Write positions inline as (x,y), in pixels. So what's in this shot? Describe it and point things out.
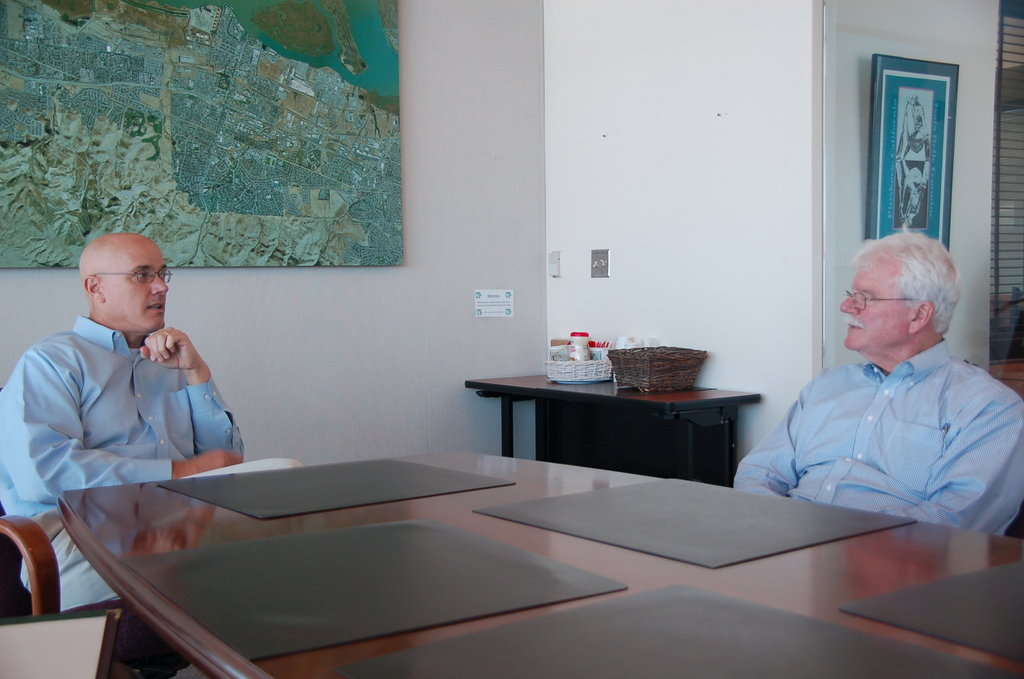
In this image there are two persons (904,461) sitting on the chairs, there are table mats (850,663) and baskets (697,359) on the tables (569,387), and in the background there are frames (169,256) attached to the wall (441,194).
